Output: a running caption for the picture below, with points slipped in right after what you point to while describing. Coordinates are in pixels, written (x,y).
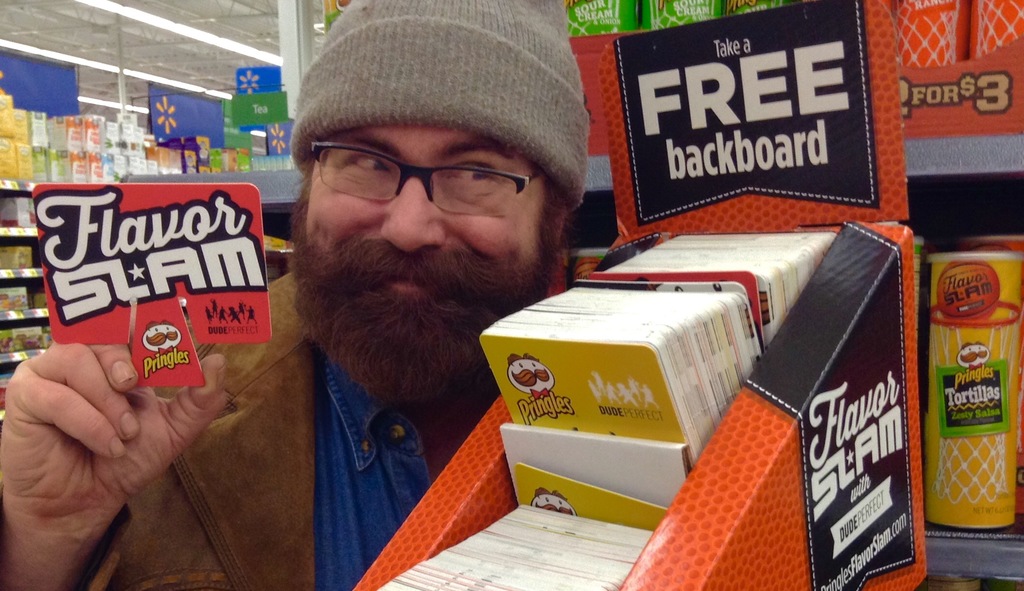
In this image there is a man (304,272) standing. He is holding a board (155,306) in his hand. Behind him there are racks (32,188). there are objects (88,150) in the racks (26,233). To the right (712,176) there is text (794,148) on the boards (817,208). At the top (175,20) there are lights (201,38) to the ceiling (156,35).
